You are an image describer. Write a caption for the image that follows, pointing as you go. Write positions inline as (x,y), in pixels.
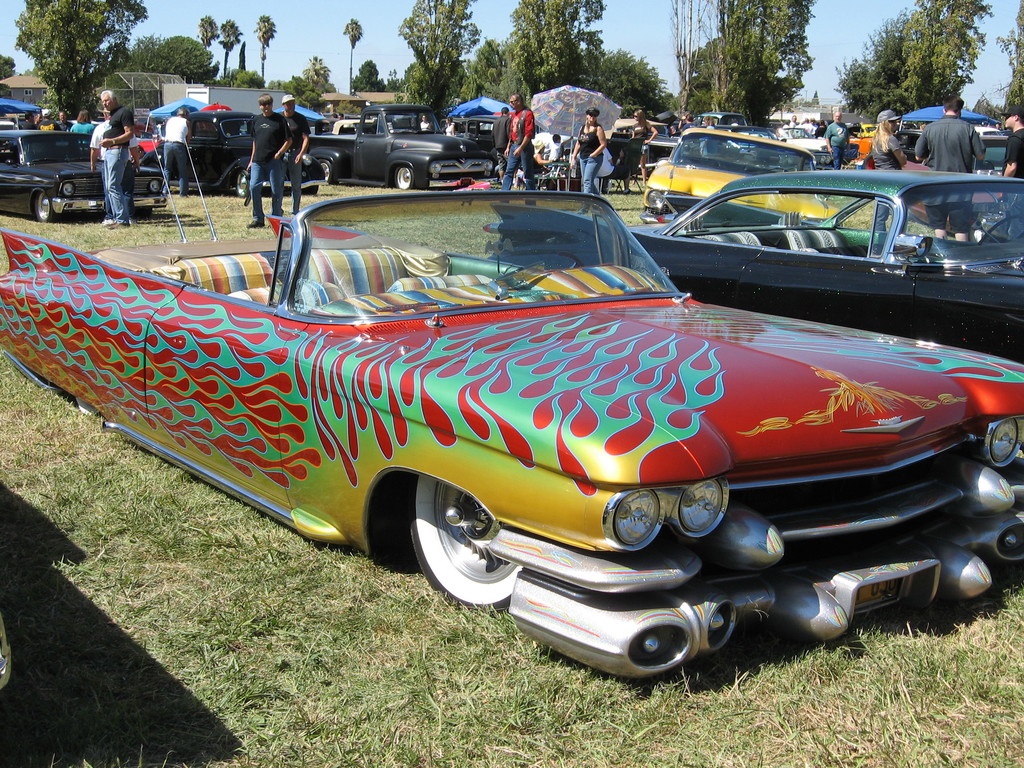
There are people (107,219) and we can see vehicles (360,130) on the grass (301,656) and umbrella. In the background (96,59) we can see houses (40,90), trees (64,79) and sky (334,30).
